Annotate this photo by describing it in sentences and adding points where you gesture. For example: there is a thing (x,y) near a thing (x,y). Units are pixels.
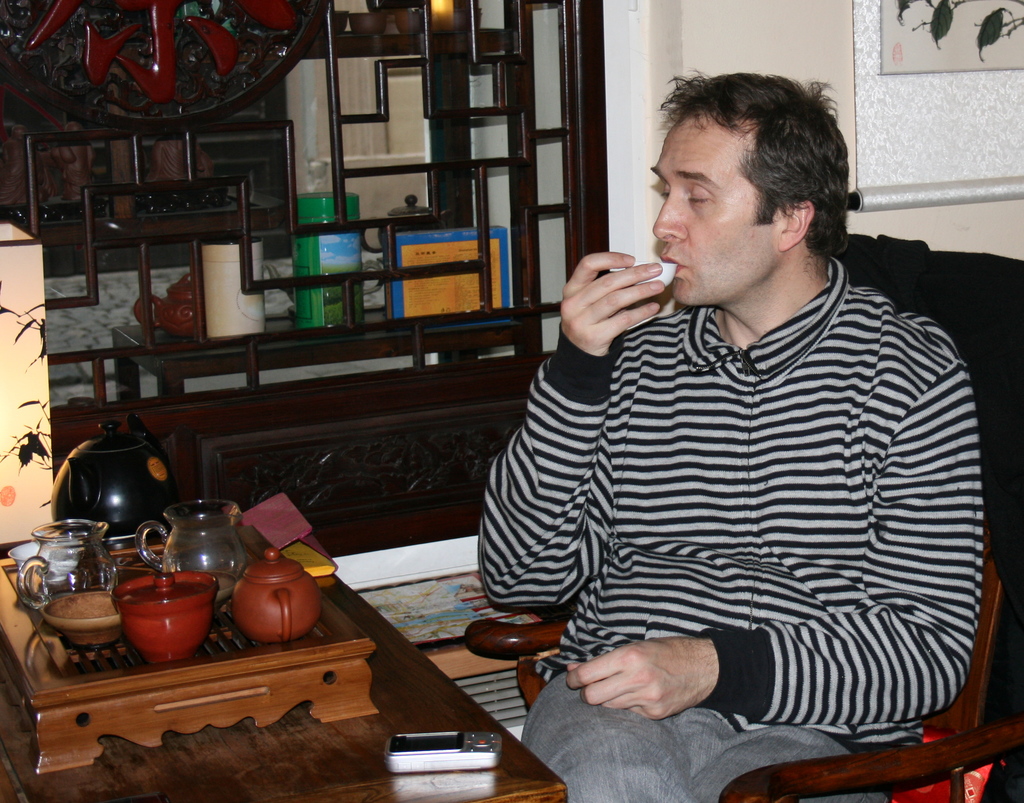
In the image we can see there is a person (780,409) who is sitting on chair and he is holding a bowl (665,266) in his hand (601,303) and on table (237,734) there is kettle (275,597), jug (209,500), bowl (179,636) and mobile phone (415,765). On the other side there is table (461,317) on which there are book (443,285) and other bottle (315,295).
